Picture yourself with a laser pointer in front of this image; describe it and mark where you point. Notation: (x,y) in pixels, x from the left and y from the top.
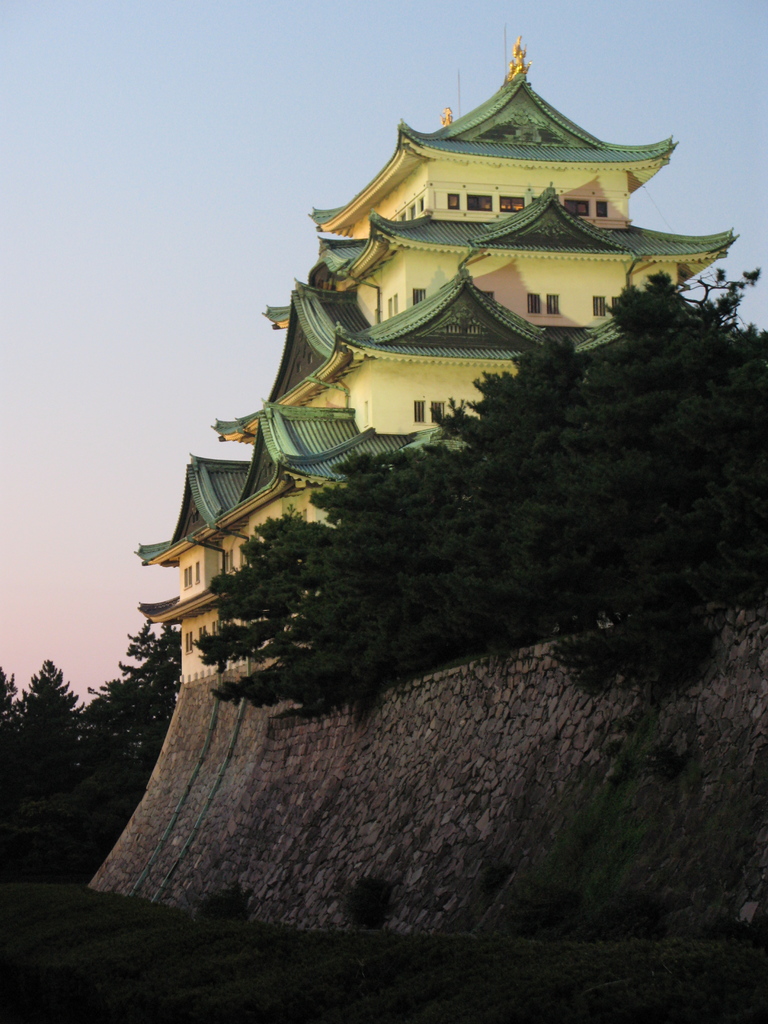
In this image we can see a castle (532,192). Image also consists of many trees (144,664). At the top (321,174) there is sky (301,52) and at the bottom (186,972) we can see the grass (236,971).
